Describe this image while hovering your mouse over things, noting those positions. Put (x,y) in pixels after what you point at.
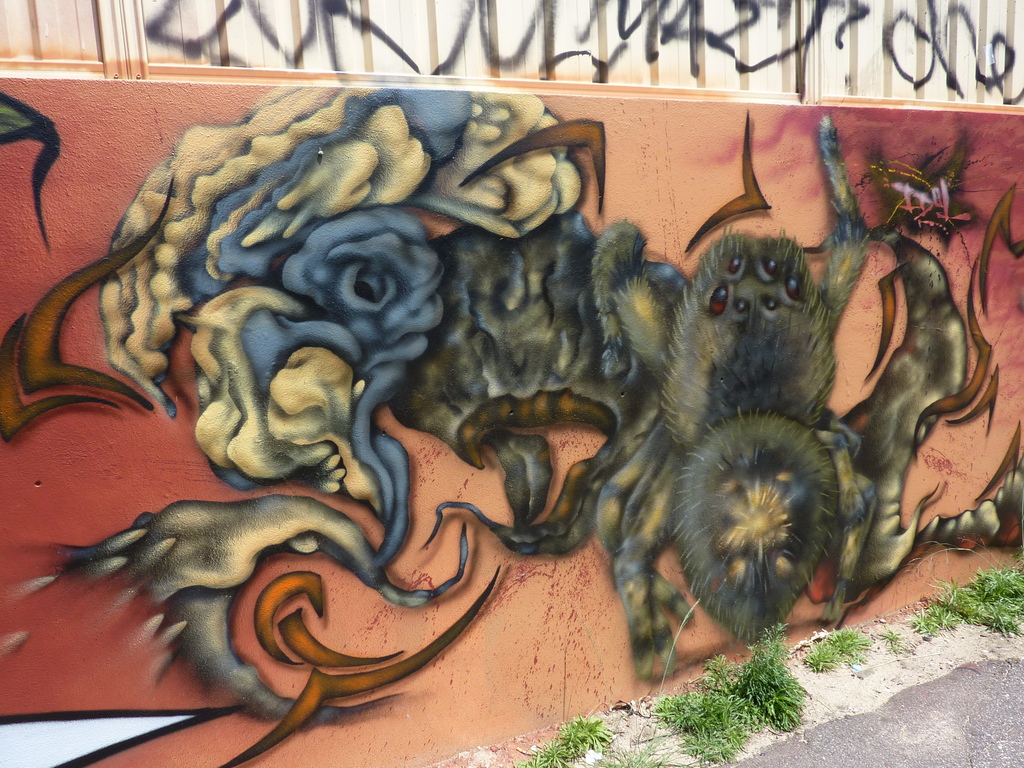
In this image at front (727,275) there is a wall (454,273) with the painting (483,399) on it.
